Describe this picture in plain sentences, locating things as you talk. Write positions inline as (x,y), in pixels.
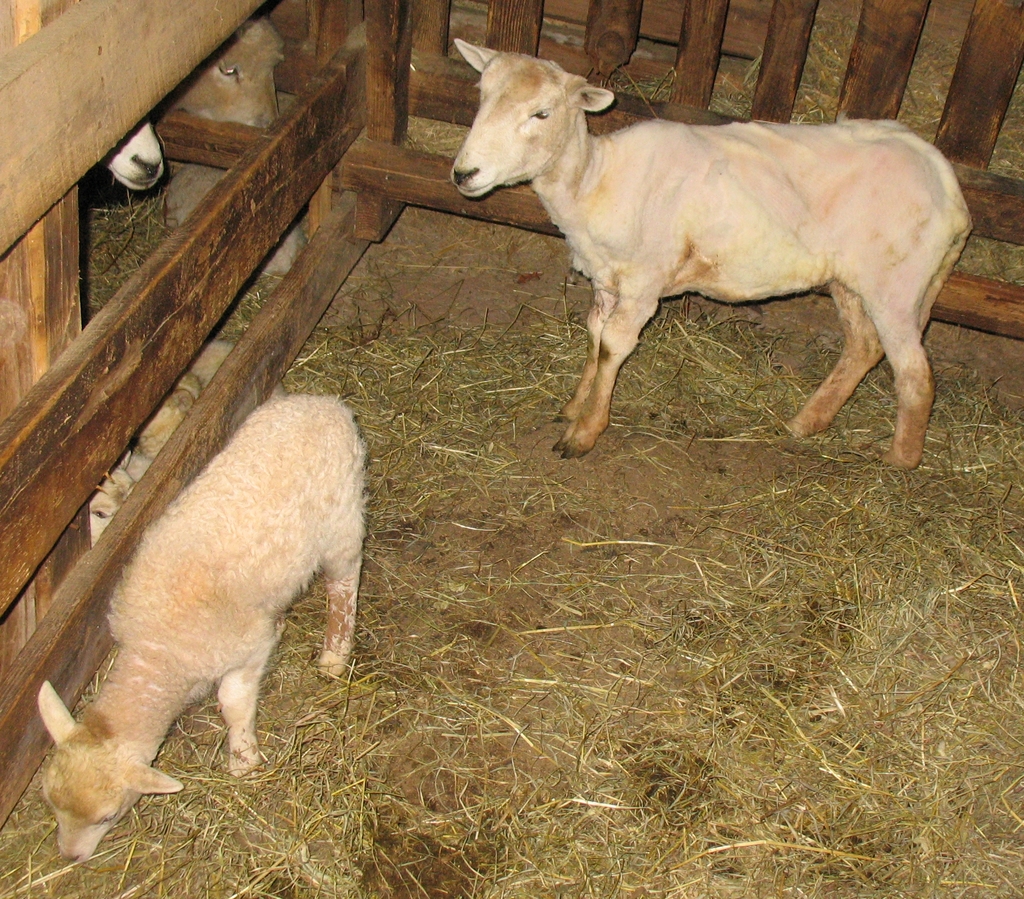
In this image there are two animals (169,670) visible, on the floor (718,515) I can see grass (657,743), there is a fence (60,299) beside the animals (528,91), behind the fence (16,165) I can see animals (259,48).
